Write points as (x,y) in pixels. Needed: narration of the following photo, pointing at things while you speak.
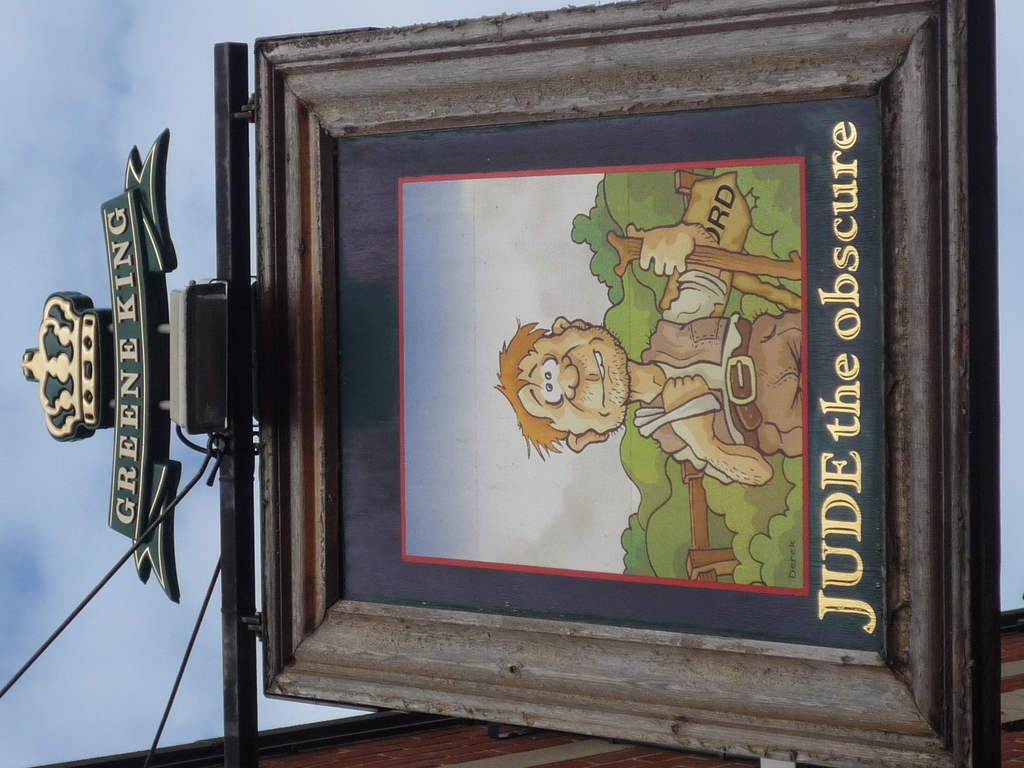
In this image there is the sky (92,109), there is a building (394,758) towards the bottom of the image (407,750), there are wires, there is a wooden board (648,659), there is a painting (617,431) on the board (821,338), there is text (857,175) on the board (822,436), there is a man (632,373) holding an object (675,286), there are trees (734,546).
